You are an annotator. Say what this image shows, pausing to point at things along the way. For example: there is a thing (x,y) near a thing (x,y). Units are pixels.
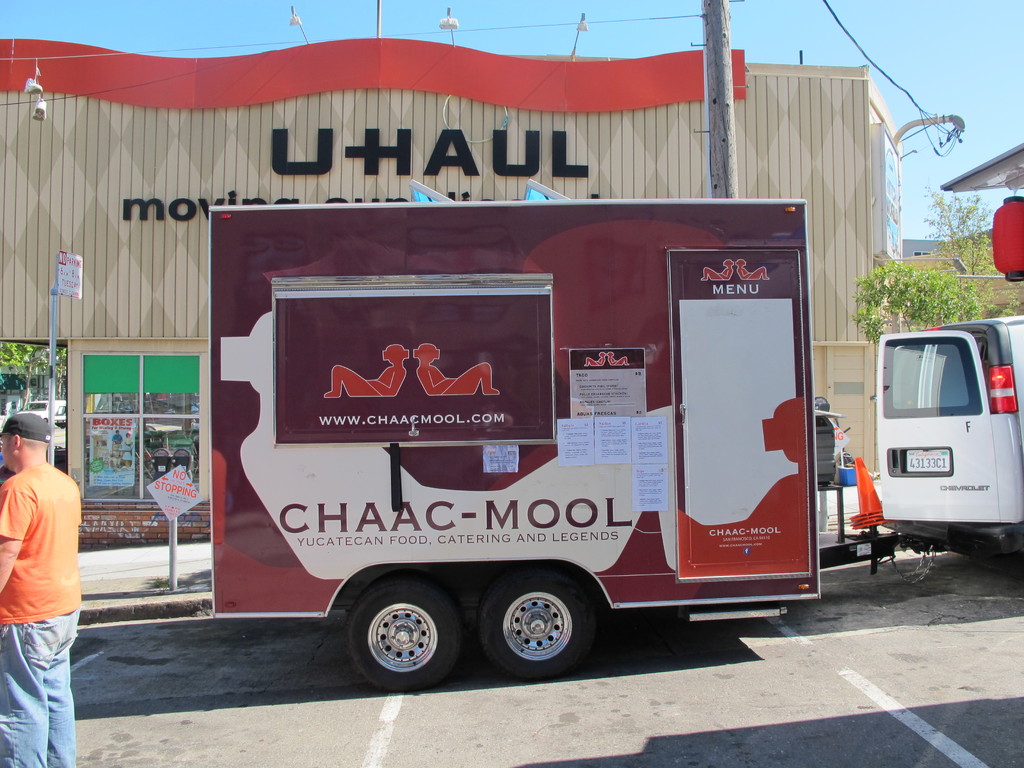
In this image we can see sky (612,35), building (366,118), electric lights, poles (708,64), trees (894,307), motor vehicles (788,504) on the road (835,599), sign boards (170,491), traffic cones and a person (67,509) standing on the road (273,690).
